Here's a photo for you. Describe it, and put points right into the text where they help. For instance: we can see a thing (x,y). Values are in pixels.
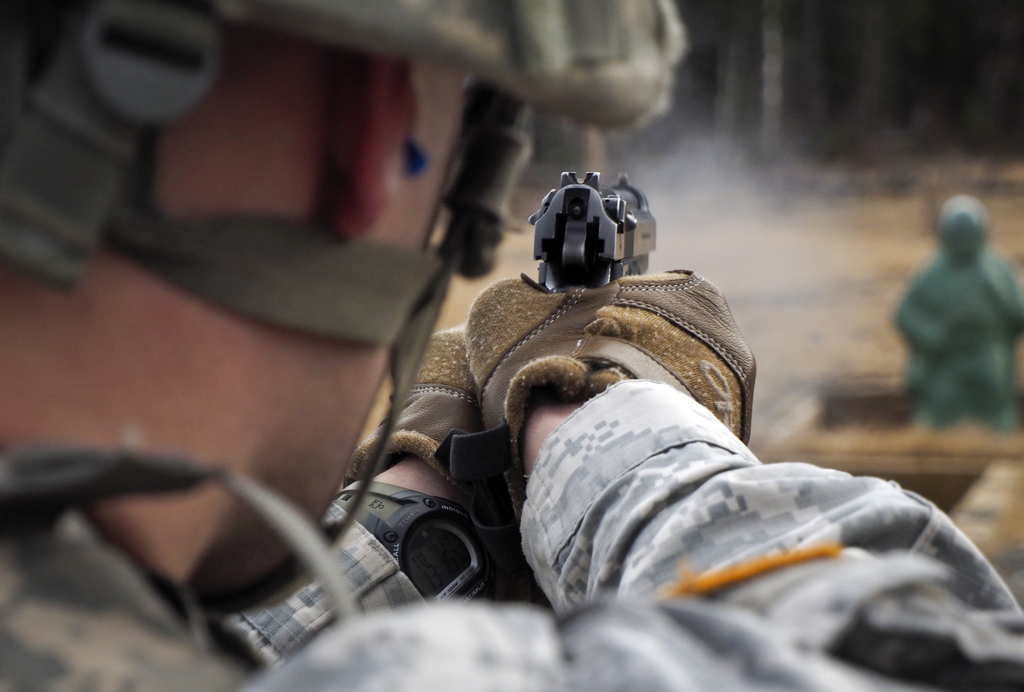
In this image, we can see a man (188,368) standing and he is holding a gun (571,280) and there is a blur background (845,78).
